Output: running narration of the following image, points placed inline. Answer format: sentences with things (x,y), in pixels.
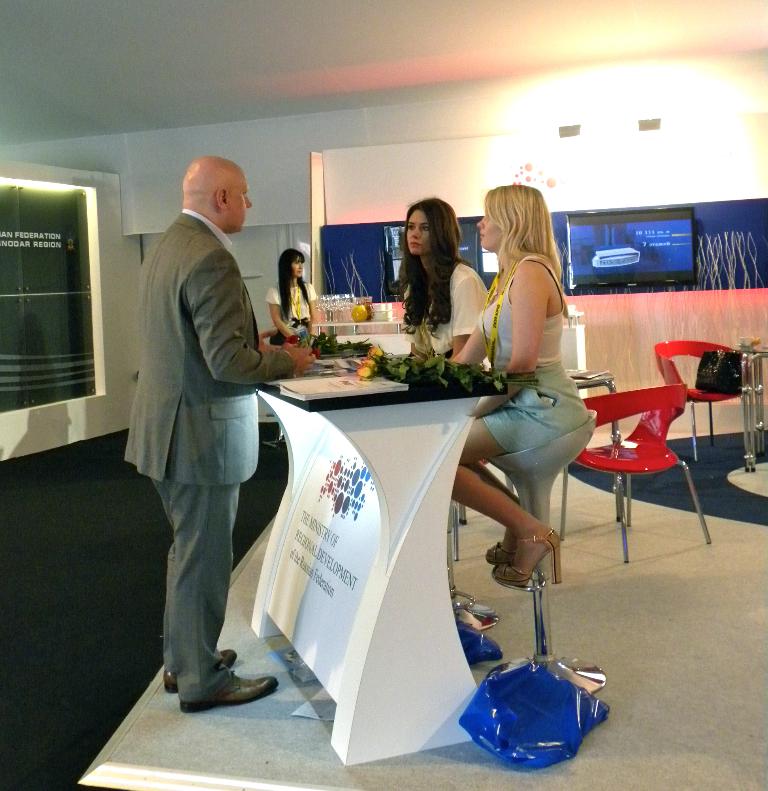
As we can see in the image there is a wall (615,130), chairs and tables (358,419) and there are four people (171,262) over here. On table (427,392) there are flowers (380,353).
